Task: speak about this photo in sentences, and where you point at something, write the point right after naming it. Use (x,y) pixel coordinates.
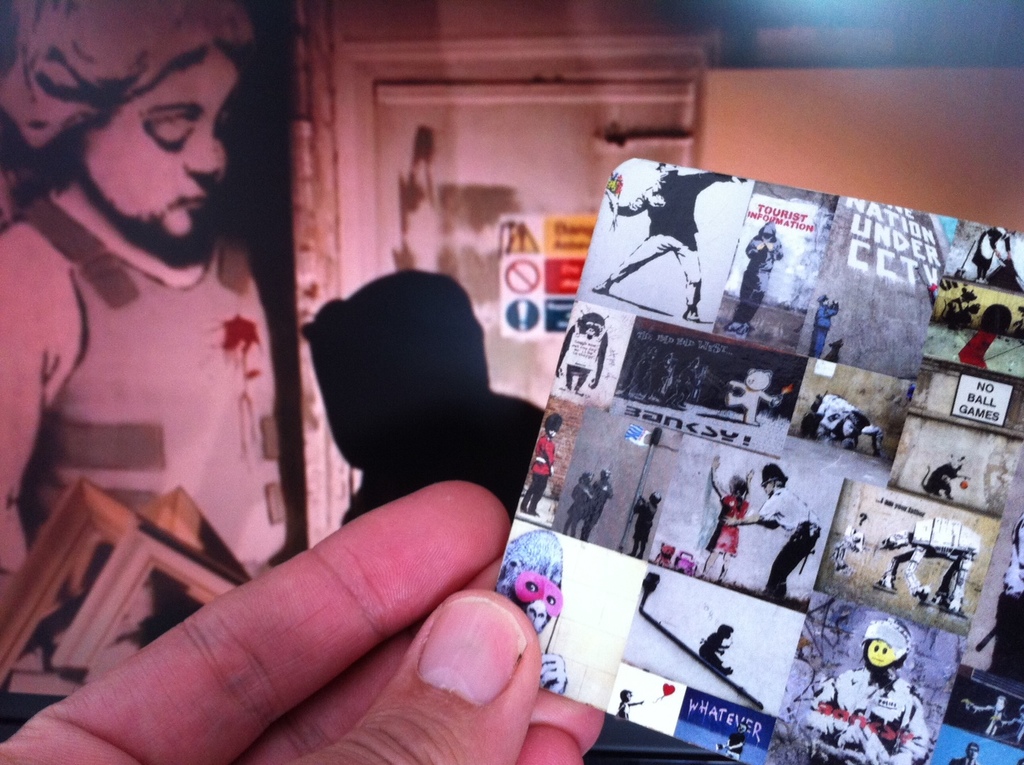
In this image I can see a person's hand (355,693) holding a collage picture (621,654) in which I can see number of images (810,668). In the background (569,231) I can see the door (480,141), a poster (509,247) attached to the door (490,152), a painting (156,104) of a person (192,201) on the surface (123,154) and few other objects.
